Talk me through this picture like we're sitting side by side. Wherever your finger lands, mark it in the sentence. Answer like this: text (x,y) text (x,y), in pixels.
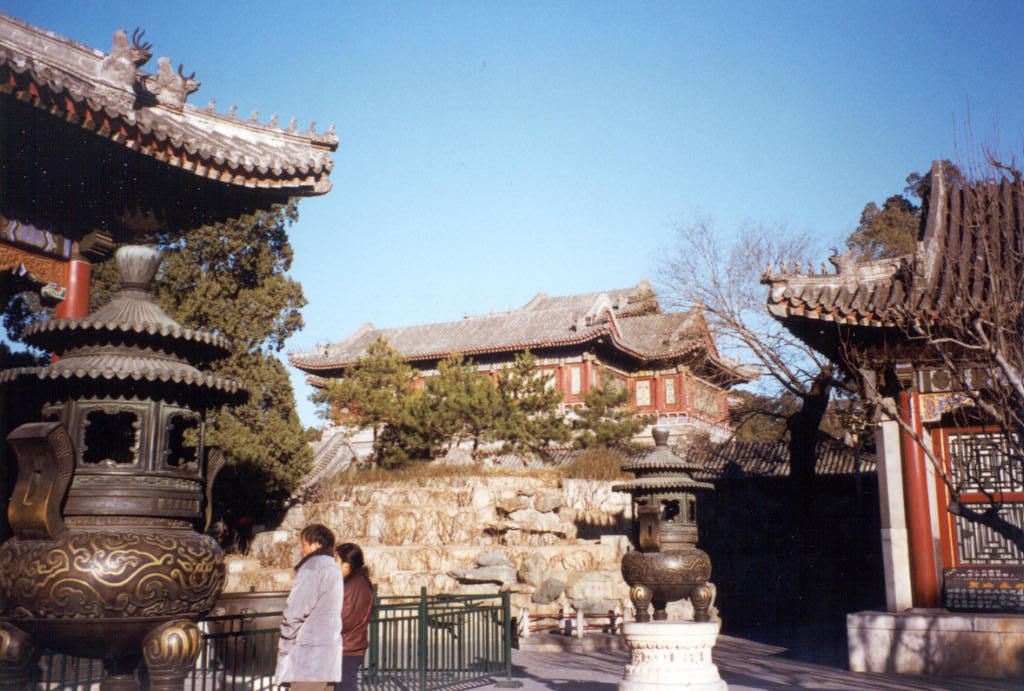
In this picture I can see few ancient buildings (533,308) in front (1001,539) and I can see a man (335,574) and a woman (356,568) standing. I can also see few rocks (415,527) and the fencing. In the middle of this picture (470,417) I can see few trees (220,250). In the background (518,156) I can see the clear sky (596,169).
